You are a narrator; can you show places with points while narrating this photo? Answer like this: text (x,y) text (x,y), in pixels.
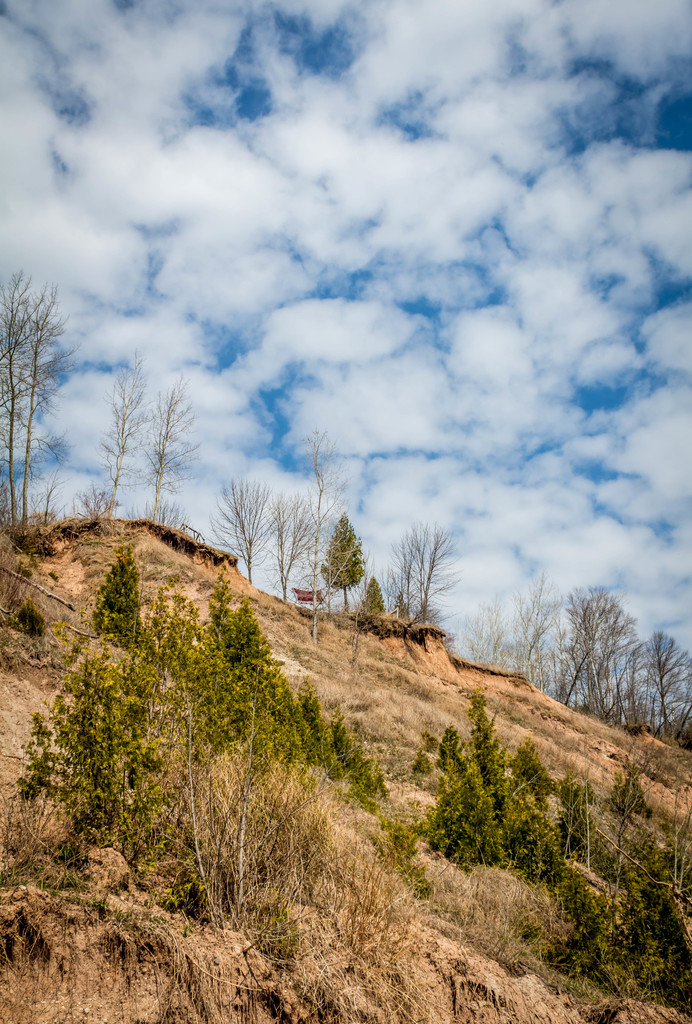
In this picture we can see trees (661,702), mountain (10,708) and in the background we can see the sky (262,433) with clouds (366,176).
